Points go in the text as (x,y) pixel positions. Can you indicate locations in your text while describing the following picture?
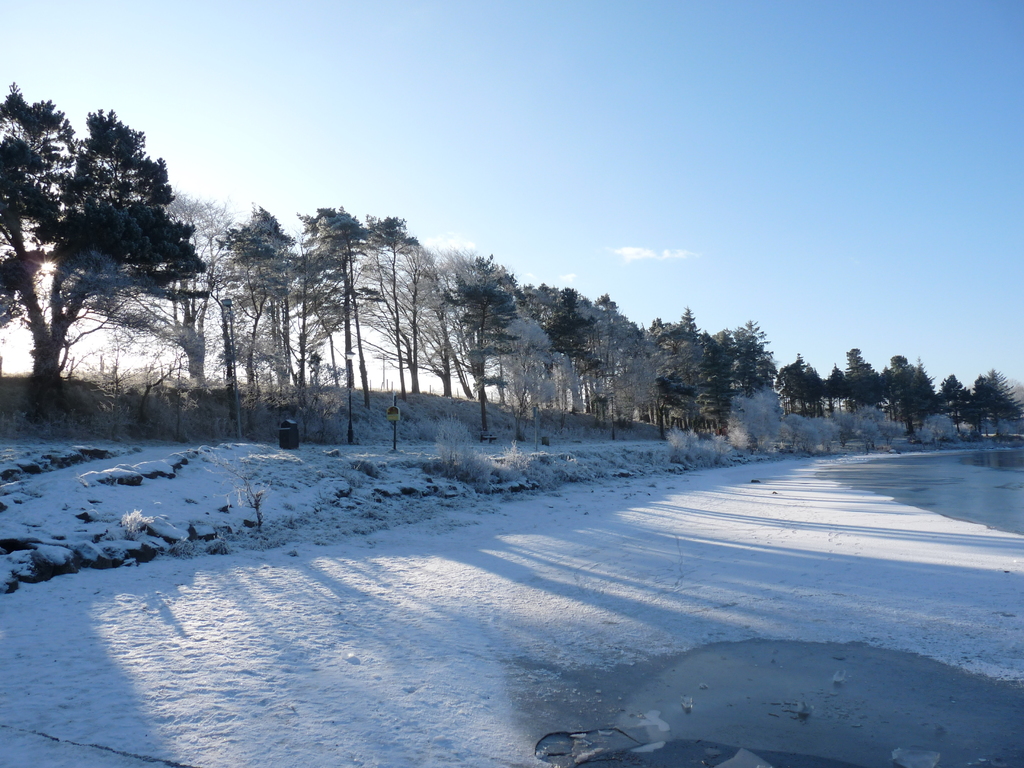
In this image the land (625,539) is covered with snow (258,554), in the background (484,352) there are trees (782,393) and a blue sky (679,141).
